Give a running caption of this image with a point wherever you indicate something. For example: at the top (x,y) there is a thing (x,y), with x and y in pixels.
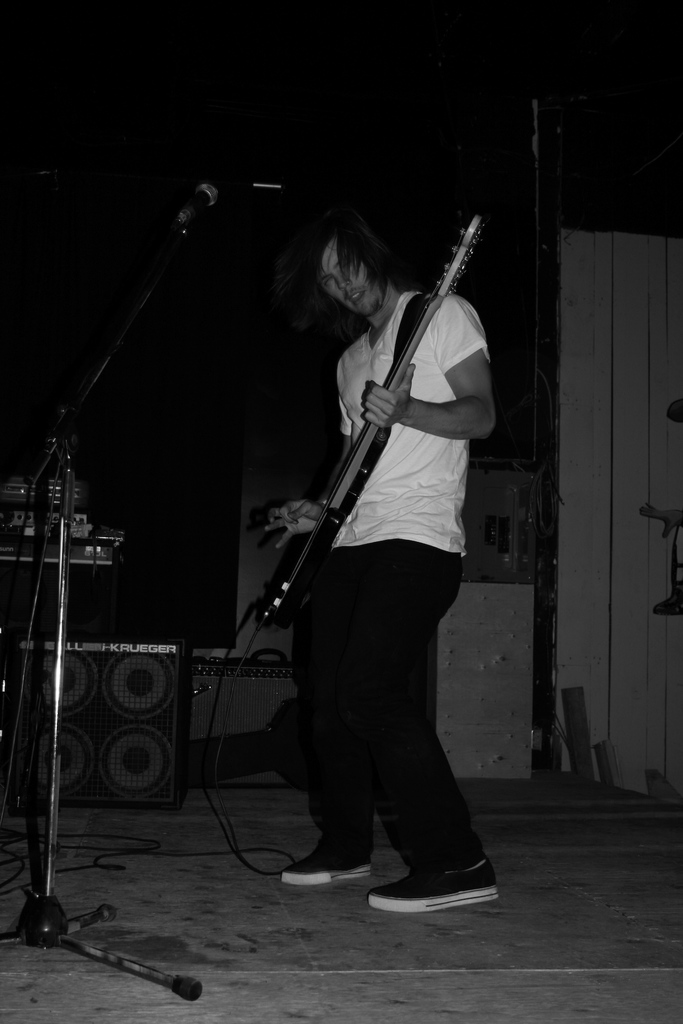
in this image i can see a man (354,523) playing guitar (325,524). on the left side of the image (72,409) there is a microphone (193,204) and its stand (52,853). behind that there is a speaker (117,721).
